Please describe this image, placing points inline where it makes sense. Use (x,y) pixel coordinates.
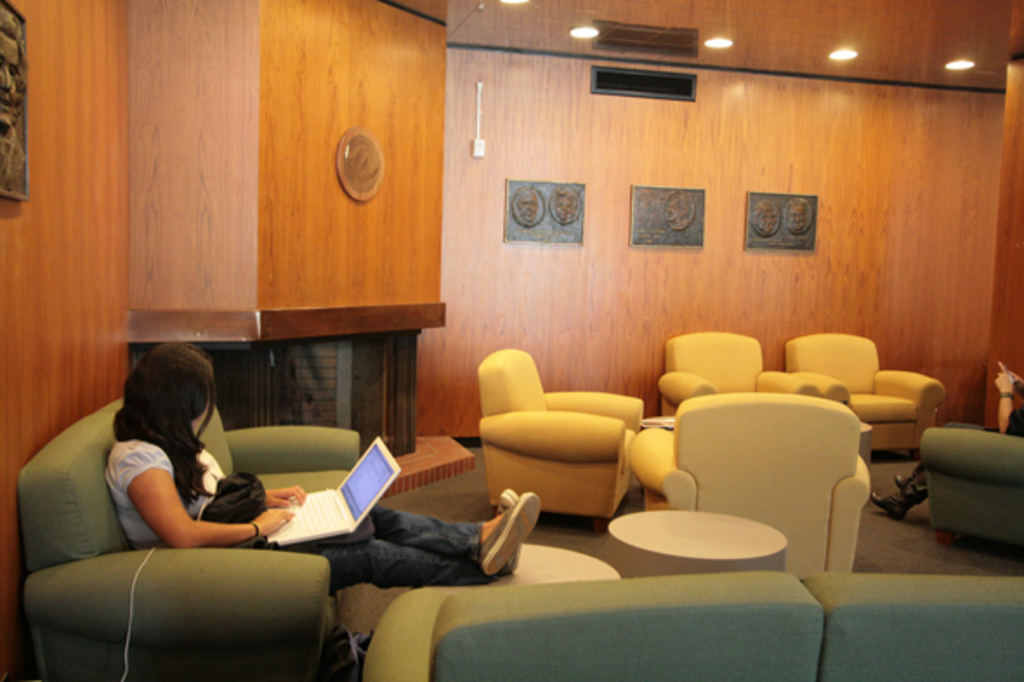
This is the woman (192,509) sitting on the couch (172,565). She is using laptop (361,509). These are the couches (707,419) which are cream in color. These are the small tables (677,540). These are the frames (674,224) attached to the wall (620,229). I think these are the ceiling lights (709,44) attached to the rooftop (912,66). At the right corner of the image (900,501) I can see another person (1004,390) sitting on the couch (972,473).
